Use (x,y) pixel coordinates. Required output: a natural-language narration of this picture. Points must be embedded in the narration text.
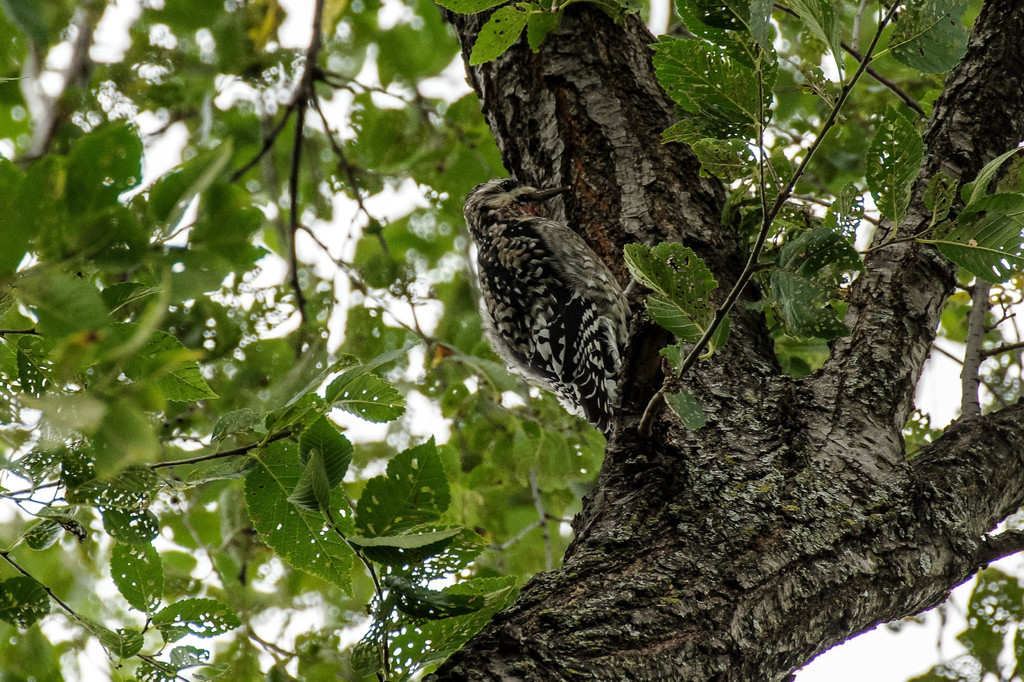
In this image we can see a bird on the branch (753,419) of a tree (745,451). We can also see the sky (414,372).
